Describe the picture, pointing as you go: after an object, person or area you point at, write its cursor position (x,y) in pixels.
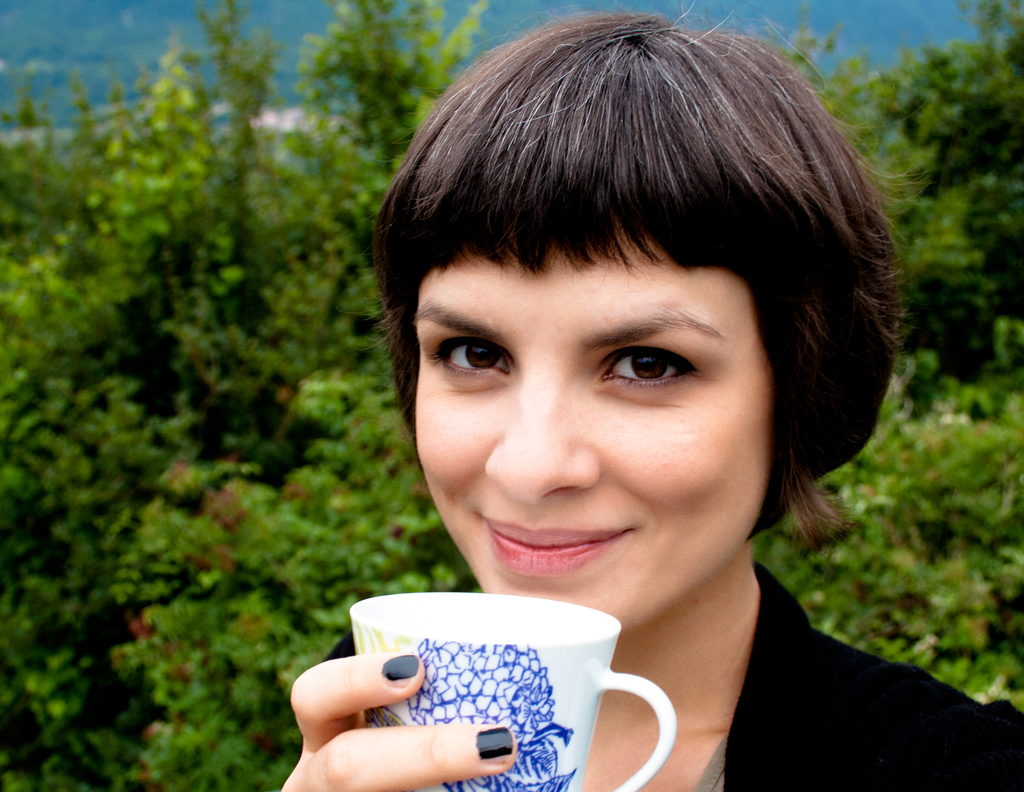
In this image I can see a woman (818,673) wearing black dress (800,724), holding cup (461,720) in her hands (480,741) and smiling. In the background (199,260) I can see trees (190,595) in green color.
